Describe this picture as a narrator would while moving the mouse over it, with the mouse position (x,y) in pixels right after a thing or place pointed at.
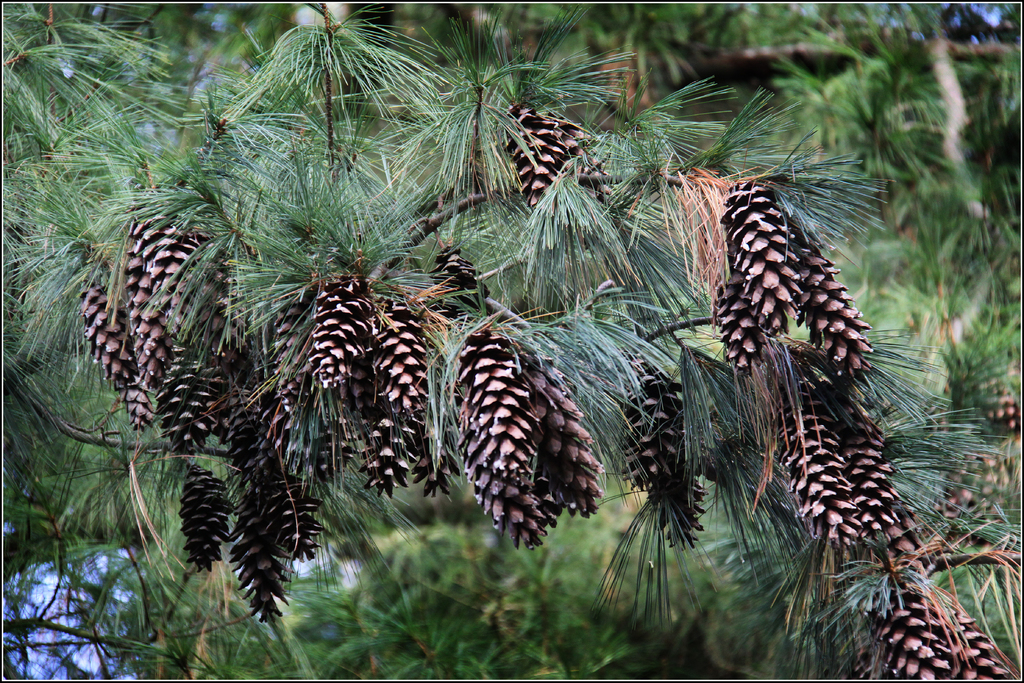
In this picture we can see pines (760,327) and few trees (590,220).
